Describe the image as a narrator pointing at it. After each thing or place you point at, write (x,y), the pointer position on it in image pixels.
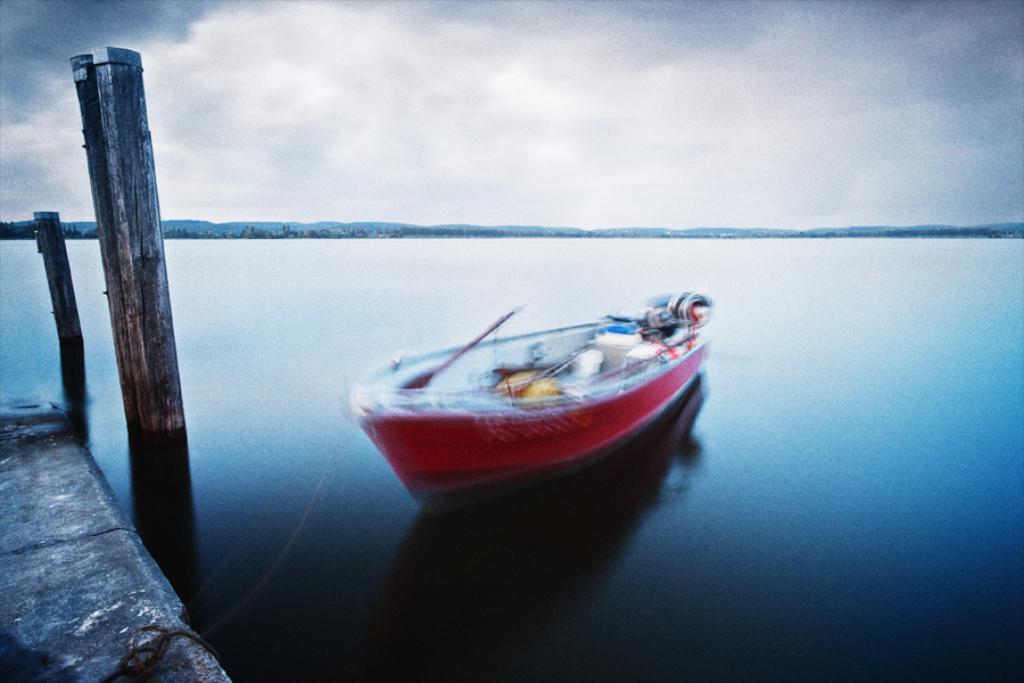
In this image I can see a boat (625,408) is in the water (751,455), it is in red color. At the top (553,91) it is the cloudy sky (539,58). On the left side (100,102) there are wooden logs (108,130).
